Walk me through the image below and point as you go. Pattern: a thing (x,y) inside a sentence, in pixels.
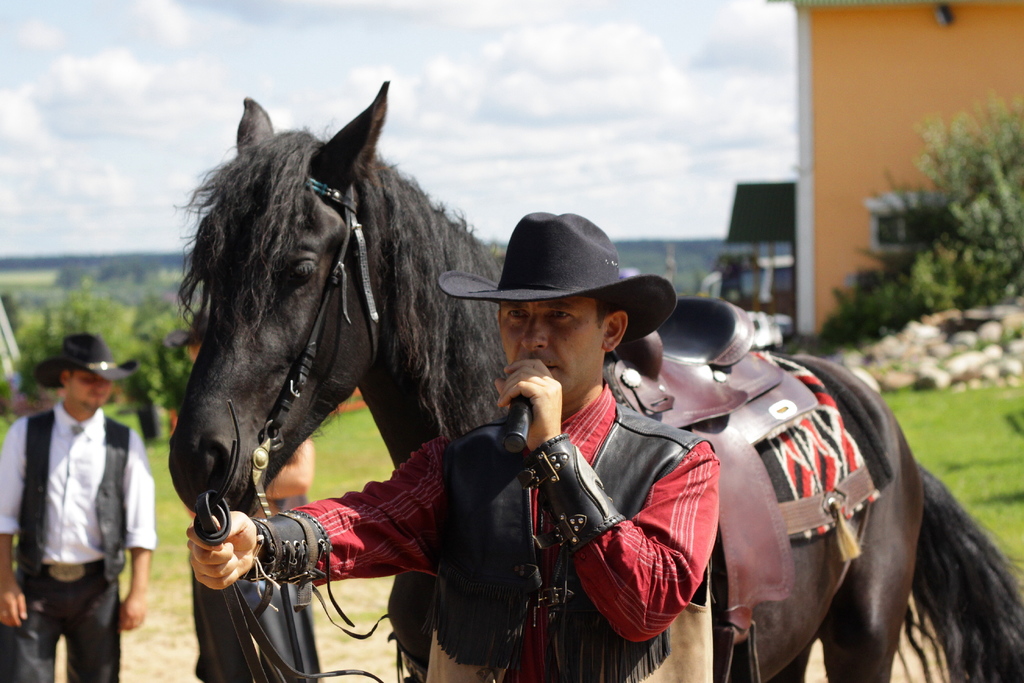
In The image there is a man (536,411) holding a microphone (517,408) and opened his mouth (551,371) for talking. On left side of the man (529,343) there is a horse (338,329) standing we can also see two persons (107,425) on left side (103,434). In background (833,127) there is a building (804,183) which is in orange color some trees (999,109) and sky (571,80) on top (573,98), at bottom (1019,479) there is a grass (989,495).
